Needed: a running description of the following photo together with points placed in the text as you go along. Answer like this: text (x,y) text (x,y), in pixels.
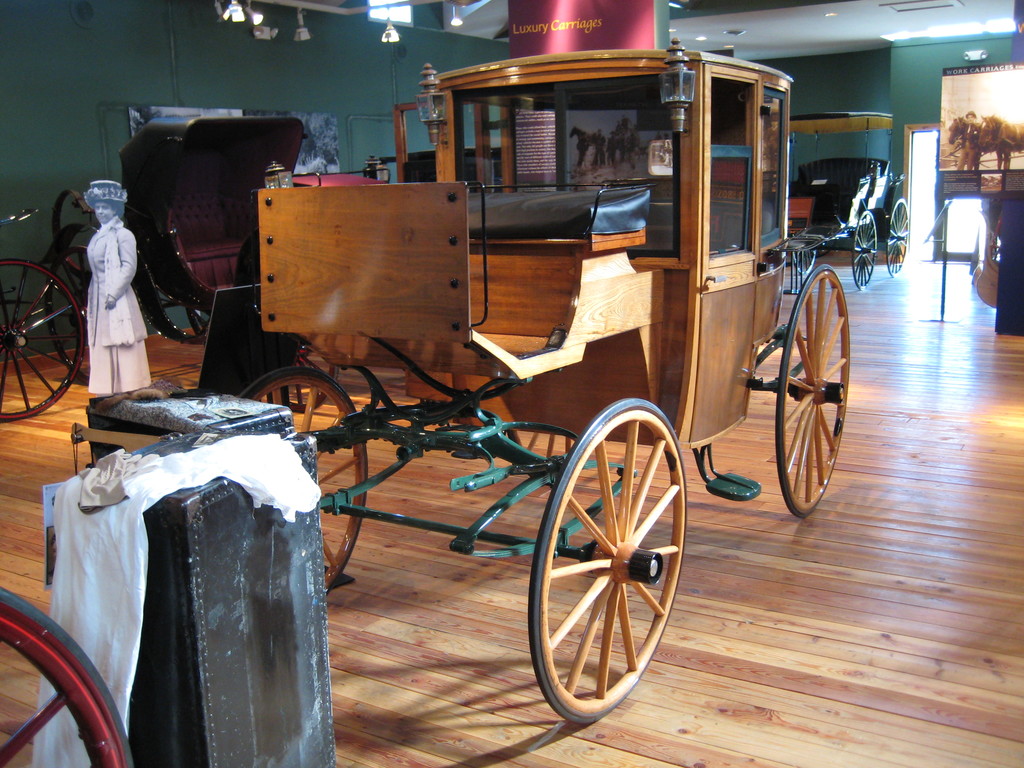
This image is taken indoors. At the bottom of the image (697,704) there is a floor (664,681). At the top of the image (780,42) there is a roof (771,27). In the background (95,140) there is a wall (269,99). There is a door (925,198). In the middle of the image (654,433) there are a few carriages (666,318) parked on the floor (866,593). There are two boards (525,142) with text (542,122) on them. There is a statue of a woman (96,312). On the right side of the image (959,88) there is a board (956,155) with a text (954,189) on it.
